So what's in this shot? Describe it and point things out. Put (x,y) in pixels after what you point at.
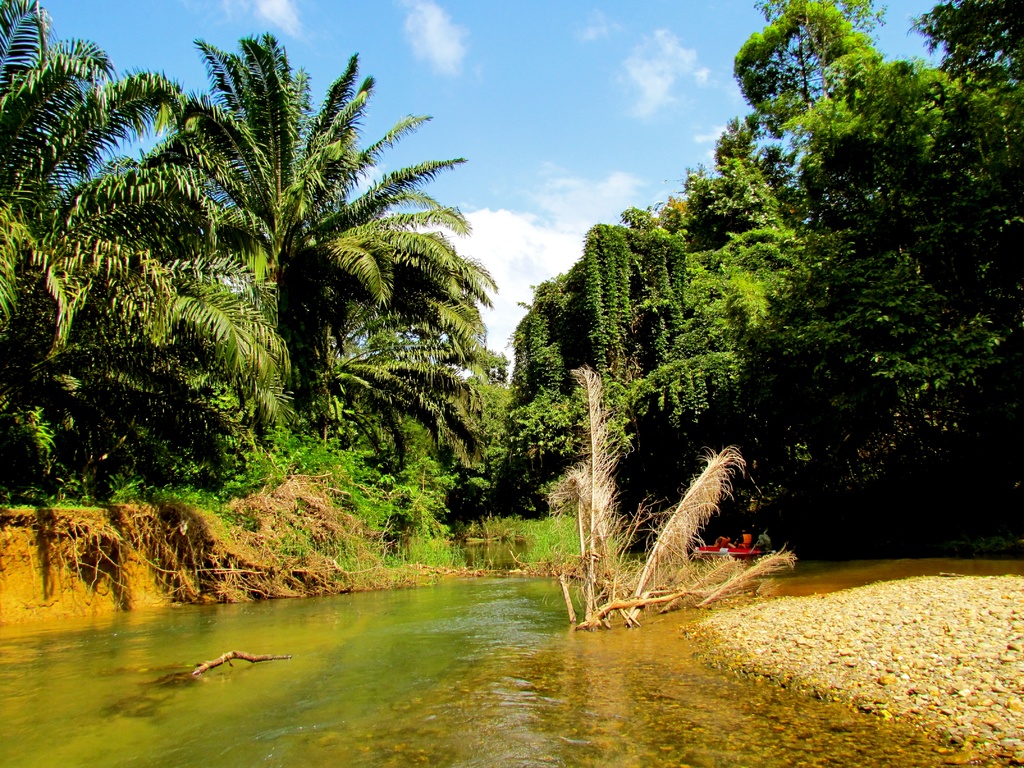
In this image we can see the water (527,648) and some stones (716,654). On the backside (500,375) we can see some trees (358,371) and the sky (490,106) which looks cloudy.
